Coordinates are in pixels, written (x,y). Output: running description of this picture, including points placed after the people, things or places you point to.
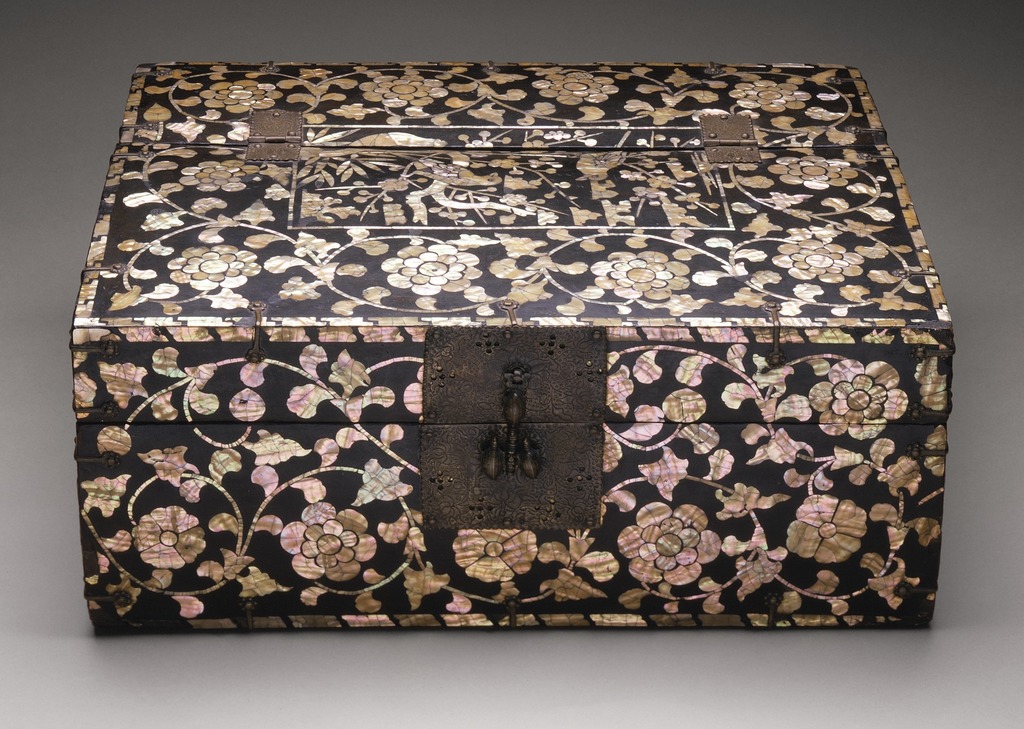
In the image I can see a box (479,431) which has some floral design (176,414) on it.
